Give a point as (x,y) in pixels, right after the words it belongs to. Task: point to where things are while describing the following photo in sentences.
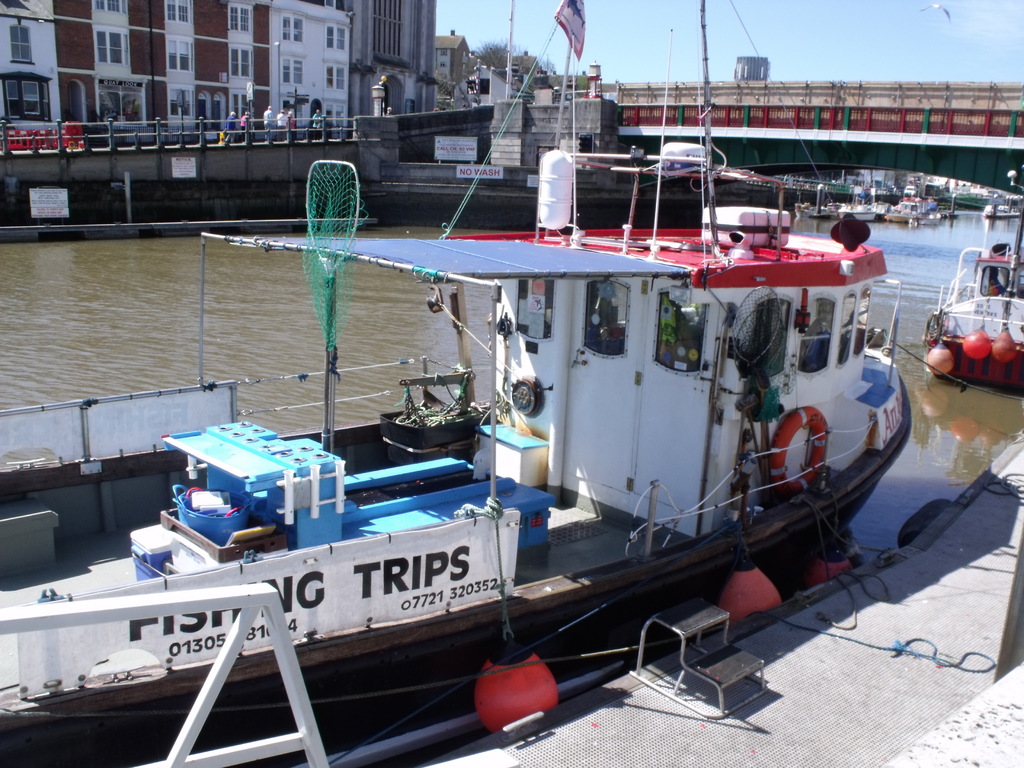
In front of the picture, we see the fishing trawler (515,438). On the left side (239,618), we see the railing (199,724). On the right side (940,313), we see the ship (1006,321). Here, we see water (239,325) and this water (227,340) might be in the lake (260,316). On the right side (844,87), we see the arch bridge (828,103). Beside that, we see the people (282,124) are walking. Beside them, we see the railing (184,122). There are buildings (419,49), trees (500,50) and poles (571,48) in the background (329,77). We even see the ships (999,203) and boats (863,217) in the background (900,216). At the top (772,62), we see the sky (846,46) and the bird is flying in the sky (909,27).
